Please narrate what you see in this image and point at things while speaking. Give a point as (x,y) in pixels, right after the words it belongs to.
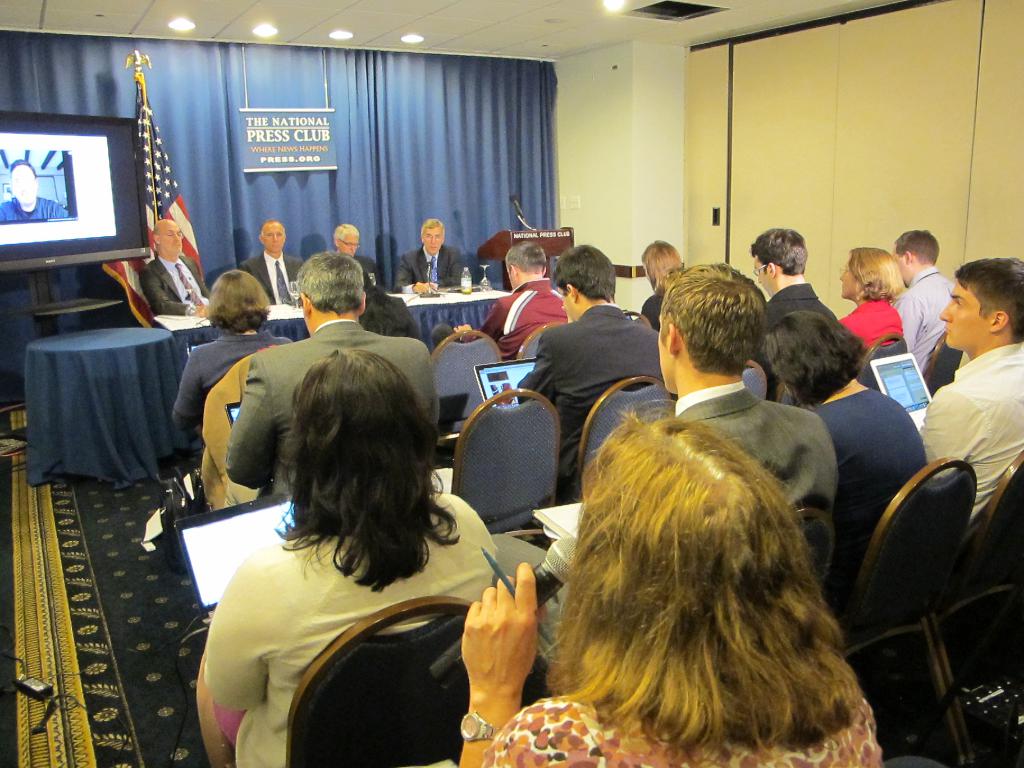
In this image we can see people (751,493) are sitting on the chairs (398,733). Here we can see tables (155,410), clothes (224,347), flag (149,322), screen (68,126), curtain (413,234), board (283,146), ceiling (549,8), lights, laptop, bottle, glasses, wall (646,187), cable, podium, mike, and other objects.
